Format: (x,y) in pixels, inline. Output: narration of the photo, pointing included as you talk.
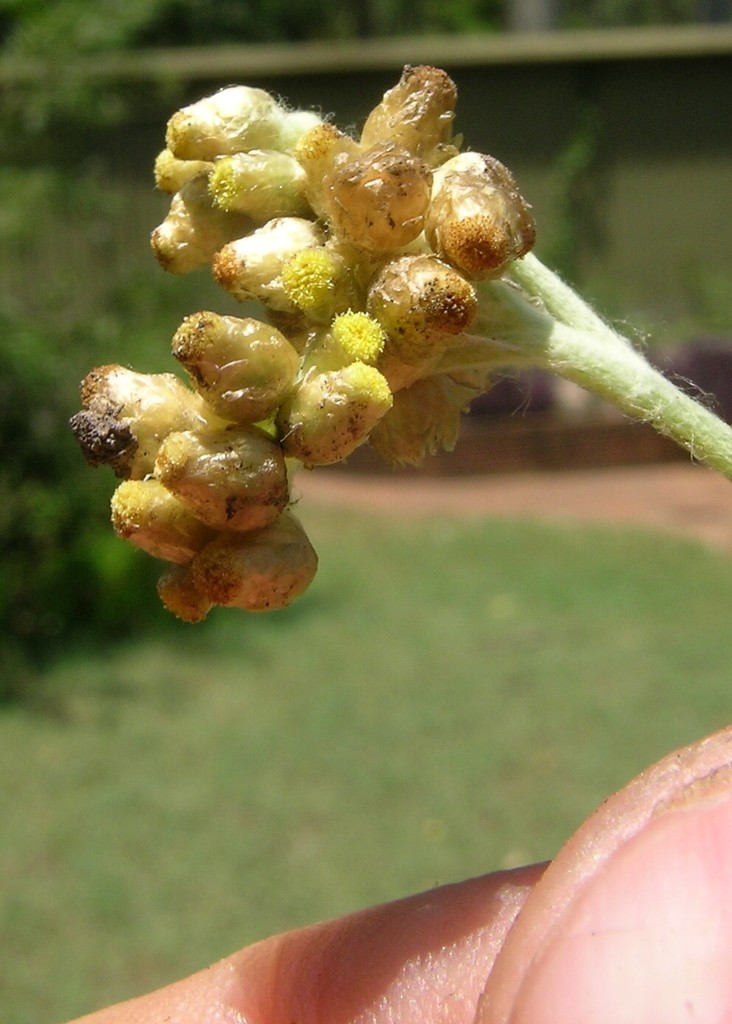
In this picture we can see a person hand (608,882) holding a plant (369,395). this is a green grass (315,737). At the background (62,101) we can see few plants (598,289).
